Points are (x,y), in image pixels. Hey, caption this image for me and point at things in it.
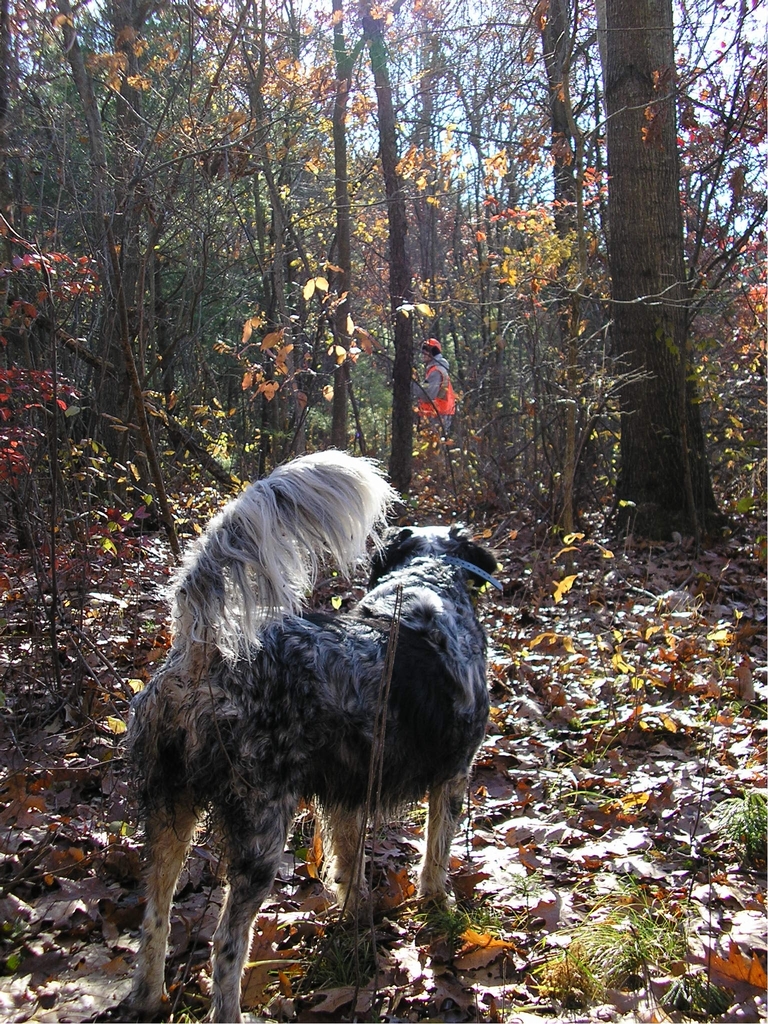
In this image at the bottom (316,757) there is a dog (274,636), and at the bottom (86,855) there are some dry leaves (534,705) and plants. And in the background (441,240) there are trees (441,240) and sky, and one person (438,355) is standing.
